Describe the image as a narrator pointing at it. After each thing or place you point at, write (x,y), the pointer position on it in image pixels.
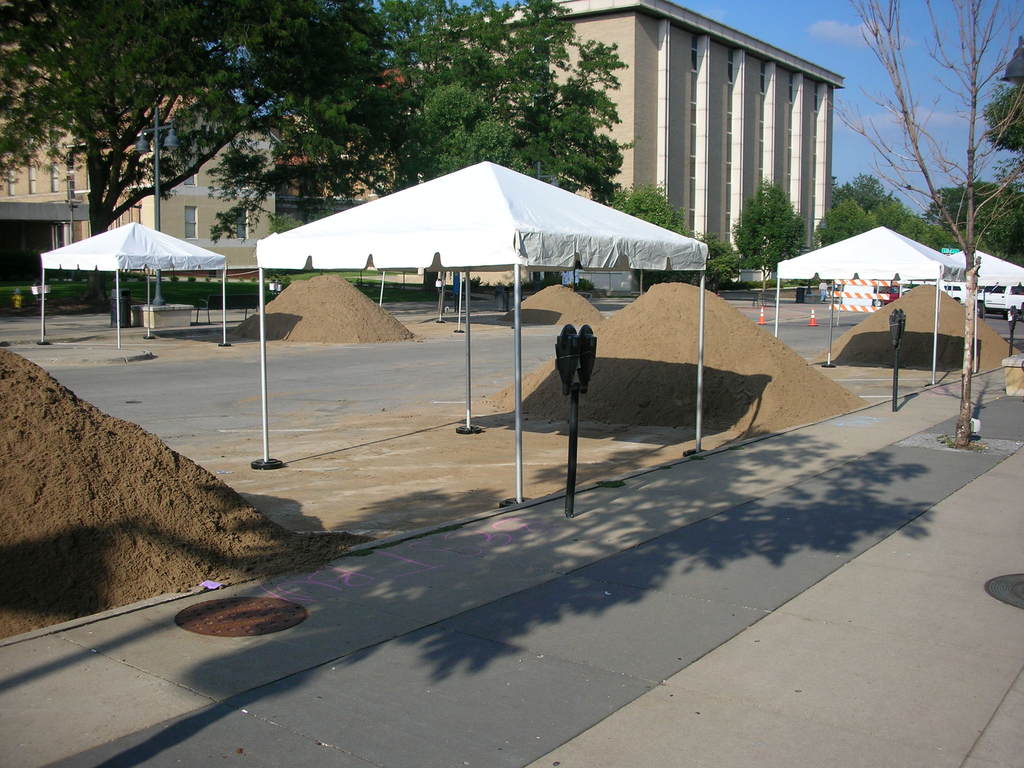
In the image in the center, we can see tents (305,256), traffic poles (571,384), poles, vehicles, sand (638,319), fence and road (770,312). In the background (658,138) we can see the sky (955,119), clouds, buildings (756,110) and trees (86,101).
